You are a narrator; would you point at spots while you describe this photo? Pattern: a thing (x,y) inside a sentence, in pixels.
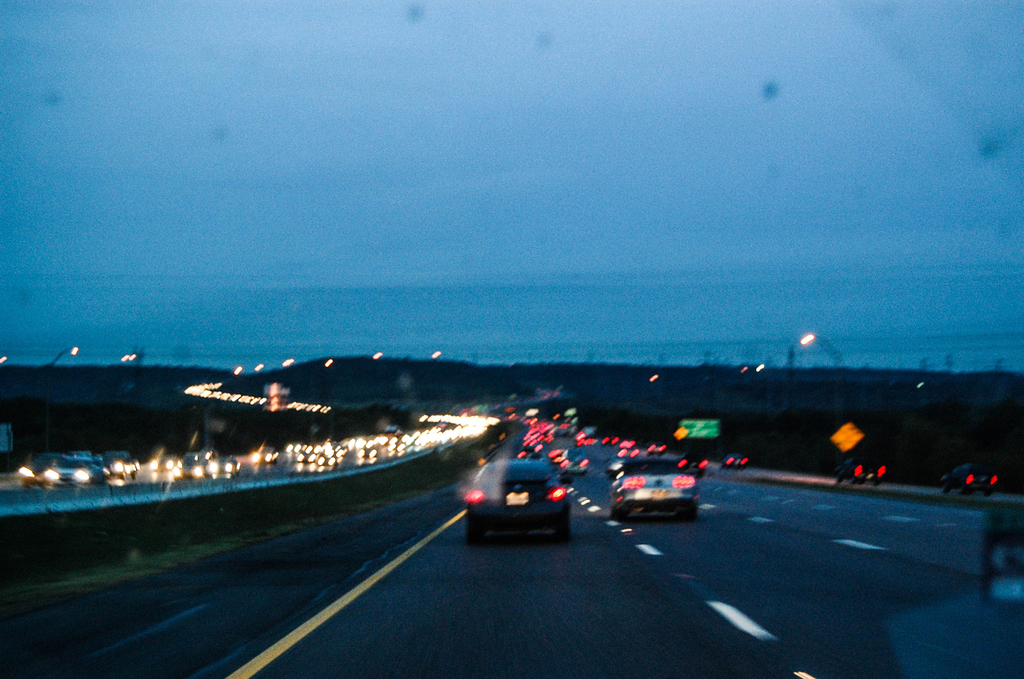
In this picture we can see vehicles (567,421) on the road (653,568), lights (405,446), sign boards (719,421) and in the background (503,198) we can see the sky (766,214).
